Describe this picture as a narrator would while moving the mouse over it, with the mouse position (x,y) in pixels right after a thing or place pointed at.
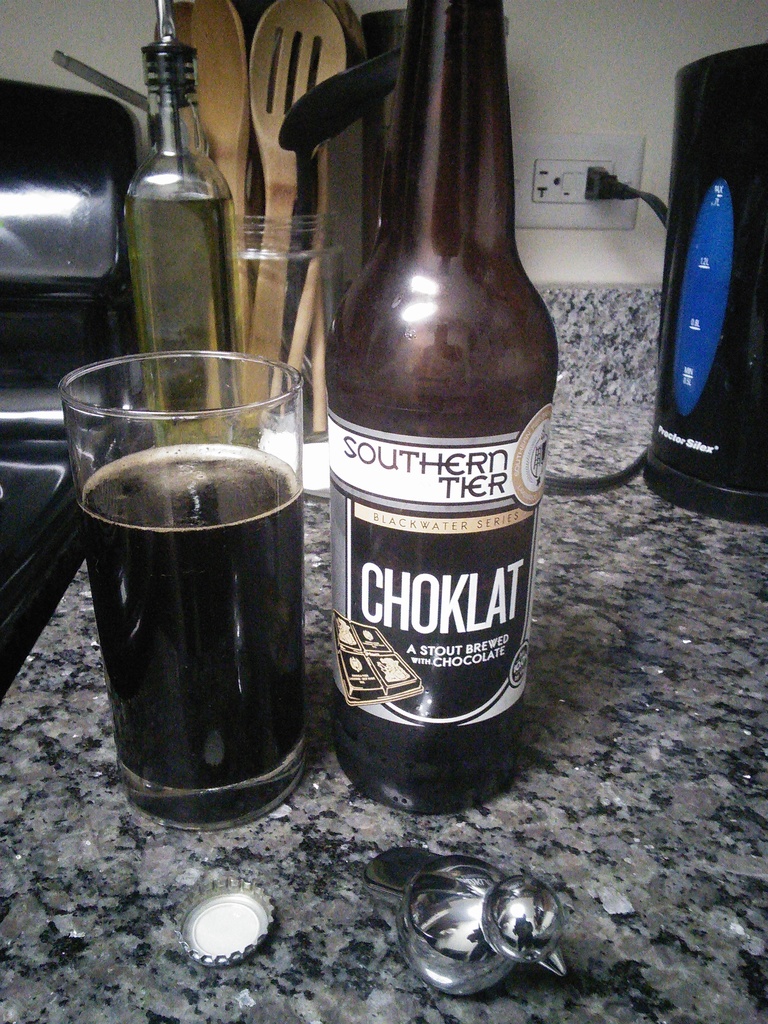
There is a table (263,851). There is a glass (148,701) and bottle (405,407) on a table (109,733).
